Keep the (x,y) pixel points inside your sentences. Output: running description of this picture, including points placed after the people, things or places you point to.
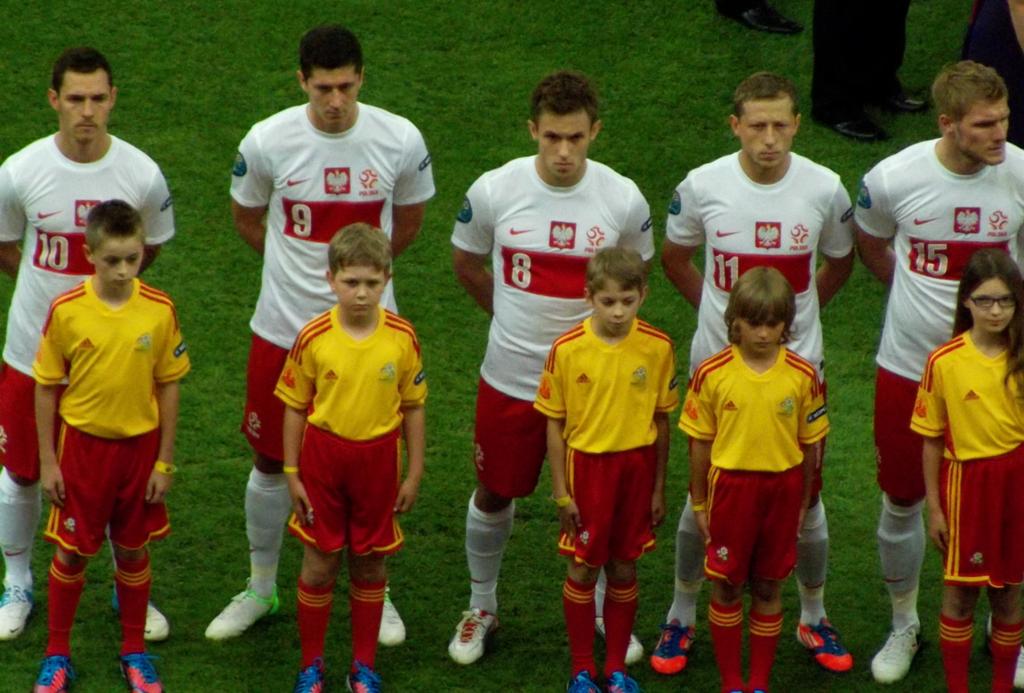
There is a group of people (798,319) standing on a grassy land (198,215) as we can see in the middle of this image (405,433).
